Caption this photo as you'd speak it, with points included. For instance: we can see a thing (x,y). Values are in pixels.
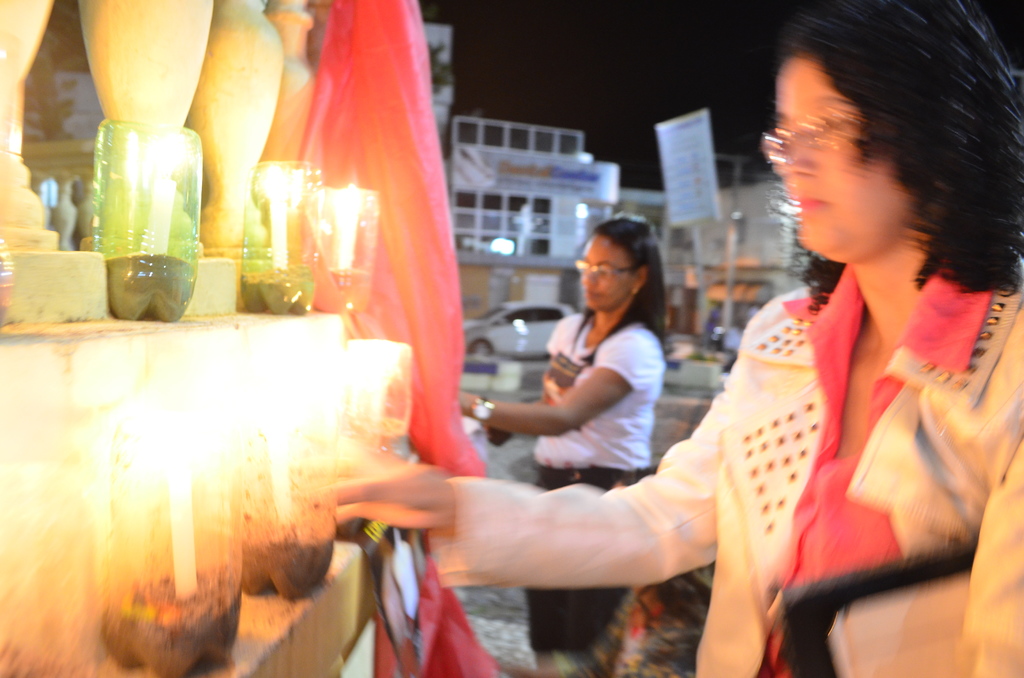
In the image we can see there are two women (788,478) standing, they are wearing clothes (722,503) and spectacles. There is a vehicle (498,328) white in color, this is a half cut bottle (137,192), in the bottle (138,206) there is a candle (157,191). There is a cloth (385,213), building (661,212), poster (670,165) and a dark sky (593,71).
